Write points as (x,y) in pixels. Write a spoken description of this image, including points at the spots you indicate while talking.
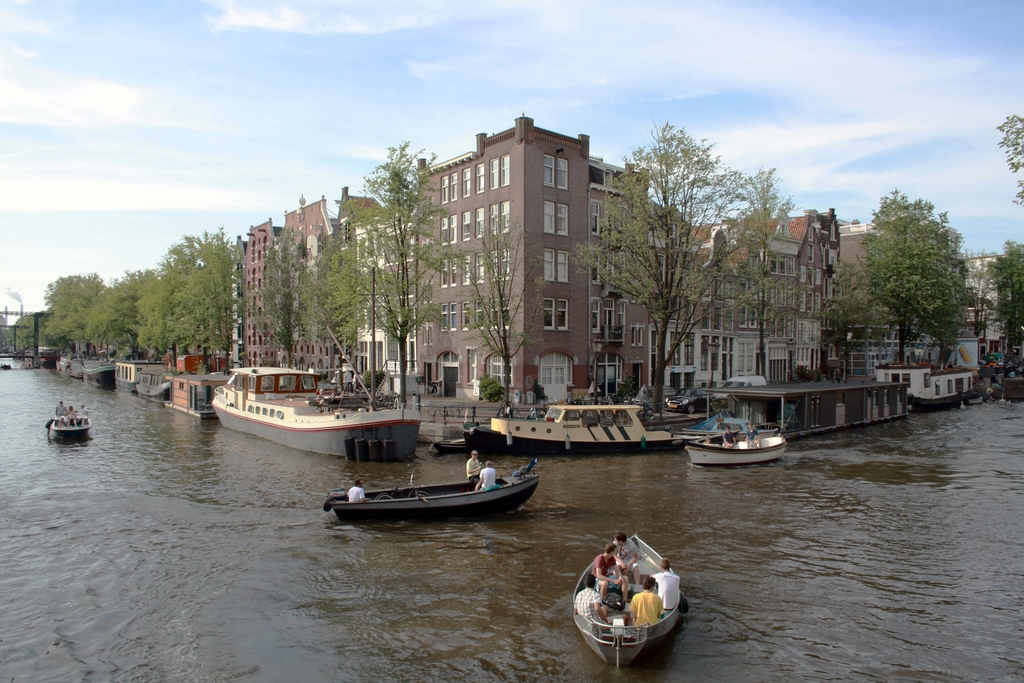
In this image, we can see people (597,560) on the boats (267,390) and in the background (199,282), there are trees (341,262), buildings (521,293) and poles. At the bottom (864,553), there is water (876,620) and at the top (664,67), there is sky (768,97).
